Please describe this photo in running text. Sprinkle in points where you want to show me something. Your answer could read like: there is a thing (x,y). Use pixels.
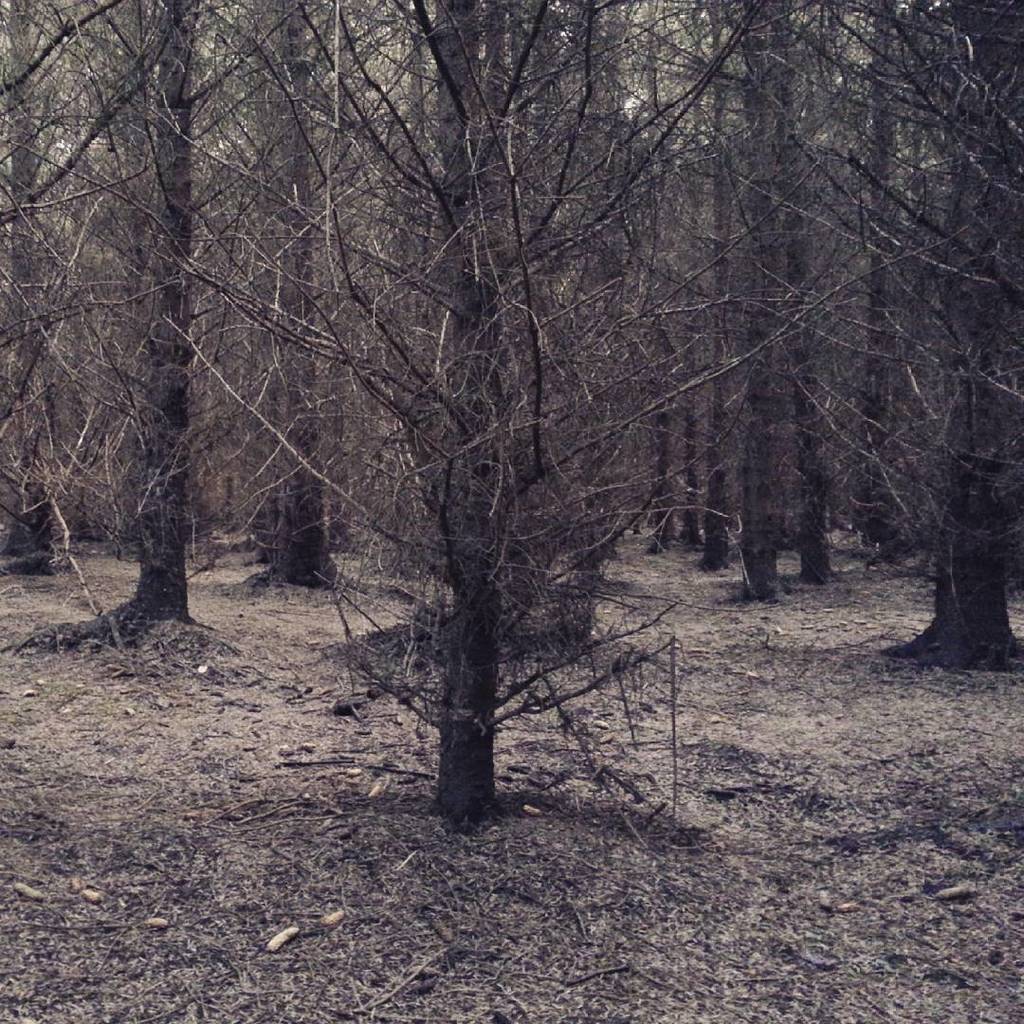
I think this picture was taken in the forest (357,725). These are the trees (648,205) with the branches (904,256).
